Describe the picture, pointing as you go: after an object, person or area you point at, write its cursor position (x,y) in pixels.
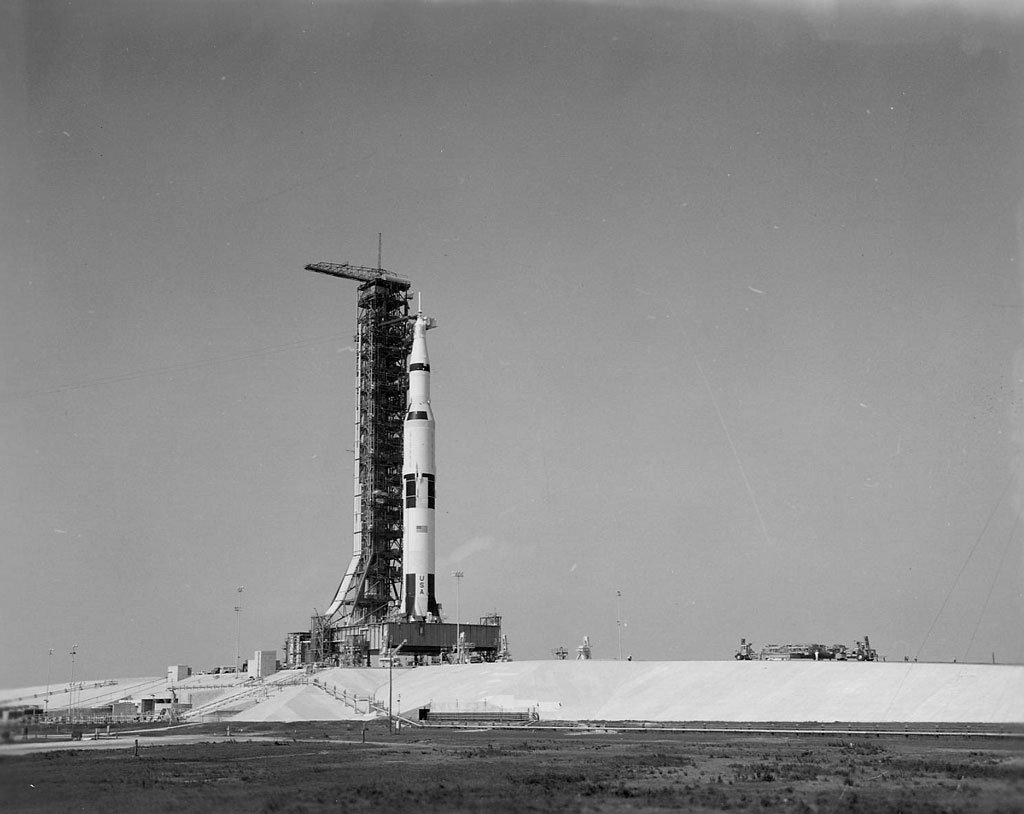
In this picture we can see a rocket (430,525), some objects (371,457) we can see sky (485,525) in the background (63,505).
